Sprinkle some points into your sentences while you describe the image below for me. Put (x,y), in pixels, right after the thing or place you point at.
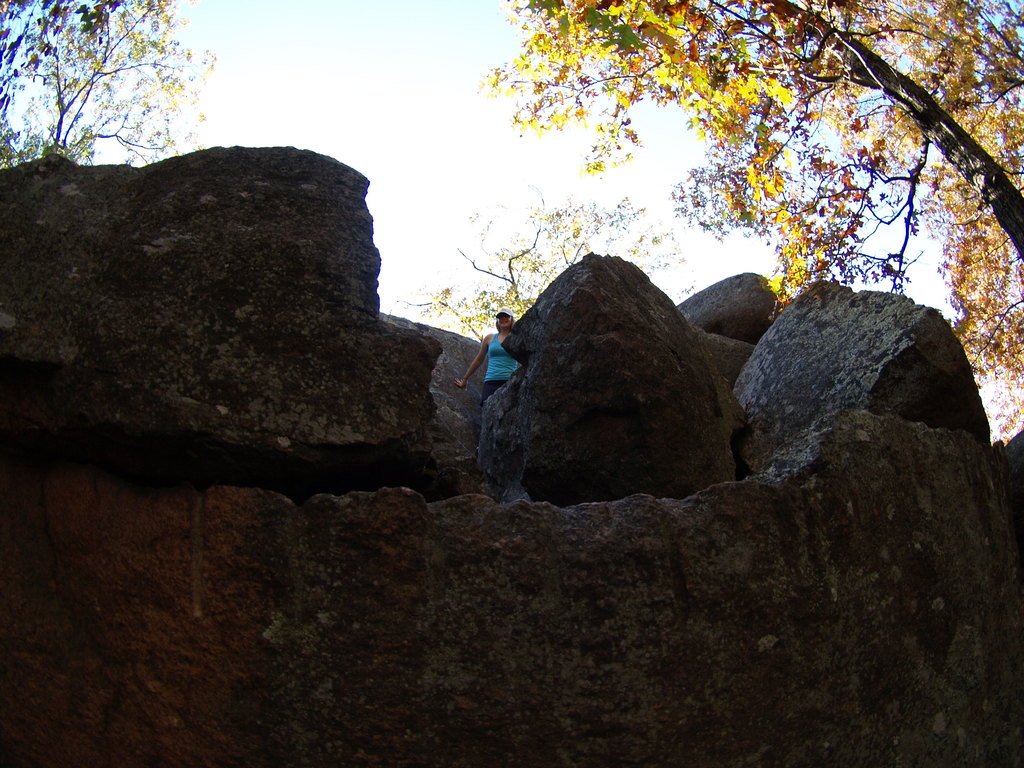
In the image I can see a person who is standing in between the rocks (246,401) and also I can see some trees (1004,330).
